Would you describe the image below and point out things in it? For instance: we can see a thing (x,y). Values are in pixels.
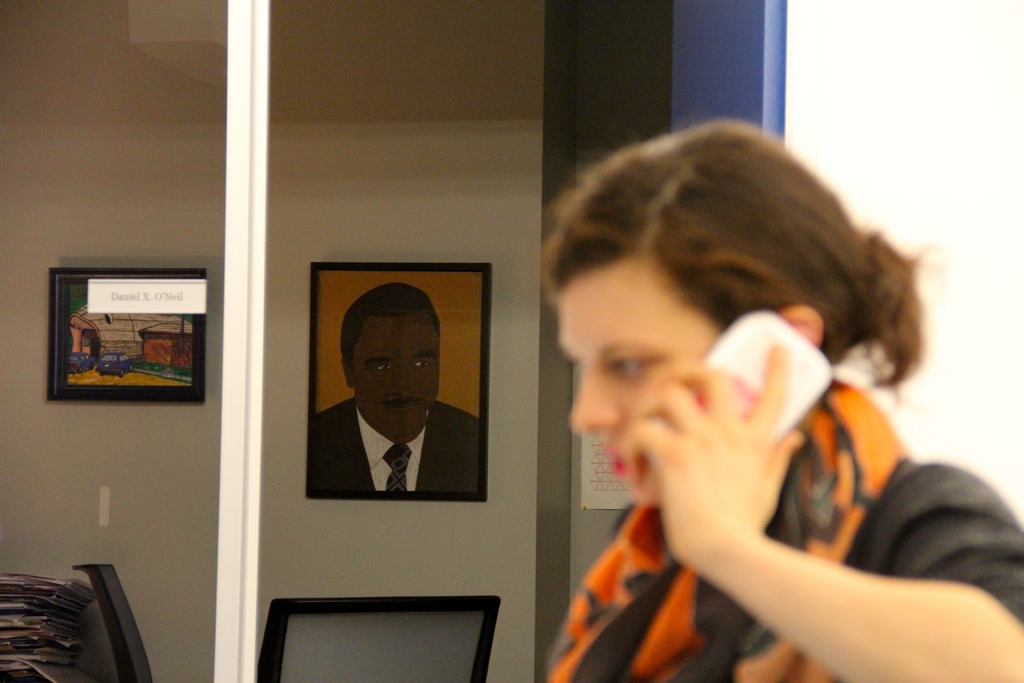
In this image we can see a person (699,301) talking on the mobile phone (753,378), behind the person (663,544) there is a window (299,328), behind the window (279,349) there are some painting frames (385,404) attached on the wall (275,362), there are two chairs (98,621) and a few books (77,593).
